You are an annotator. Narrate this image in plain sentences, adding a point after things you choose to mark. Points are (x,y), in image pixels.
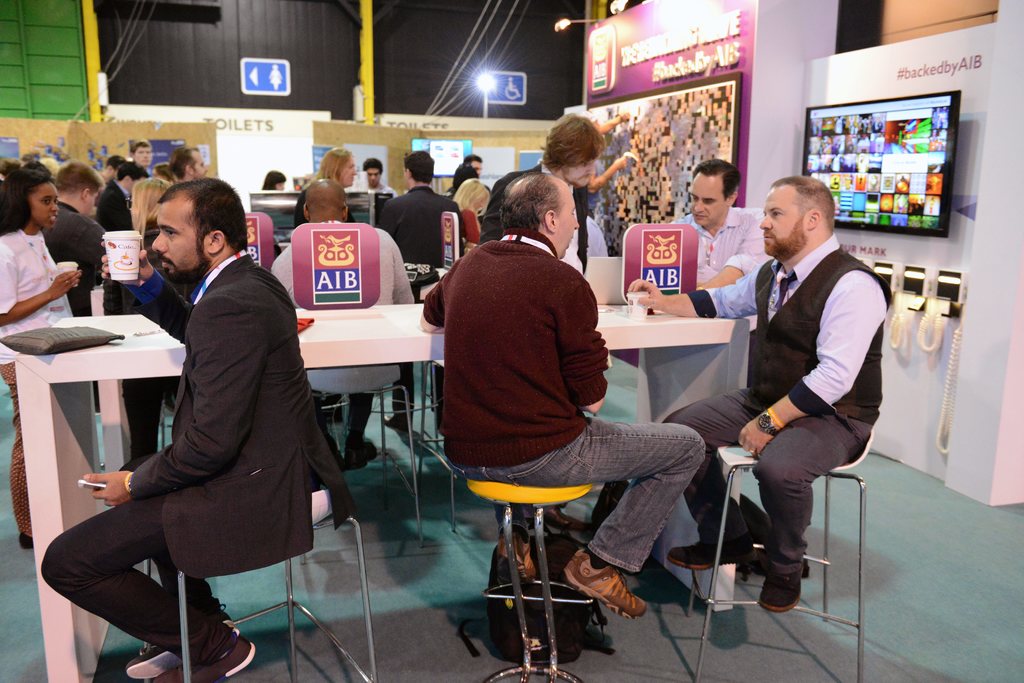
In this image there are a few people (589,315) sitting in chairs (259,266), in front of them on the table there are some objects (324,299), beside them on the wall (1014,207) there are televisions (932,182), telephones (878,266), boards (691,144), names (670,71), sign boards (272,73), toilets (288,159) and posters (706,139) on the wall (554,90).
